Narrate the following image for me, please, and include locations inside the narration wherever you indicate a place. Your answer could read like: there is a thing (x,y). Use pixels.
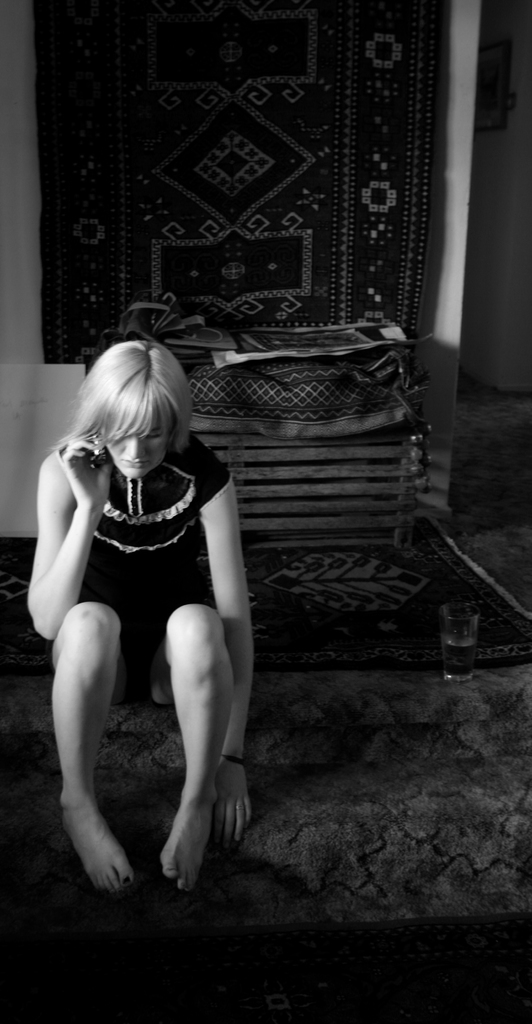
In this picture we can observe a girl (121,536) sitting on the floor (493,685). On the right side (474,652) there is a glass (454,634) placed on the floor (341,690). We can observe a wooden box (346,545) behind her. In the background (176,62) there is a cloth (255,203) hanged to the wall (1,349). This is a black and white image.
